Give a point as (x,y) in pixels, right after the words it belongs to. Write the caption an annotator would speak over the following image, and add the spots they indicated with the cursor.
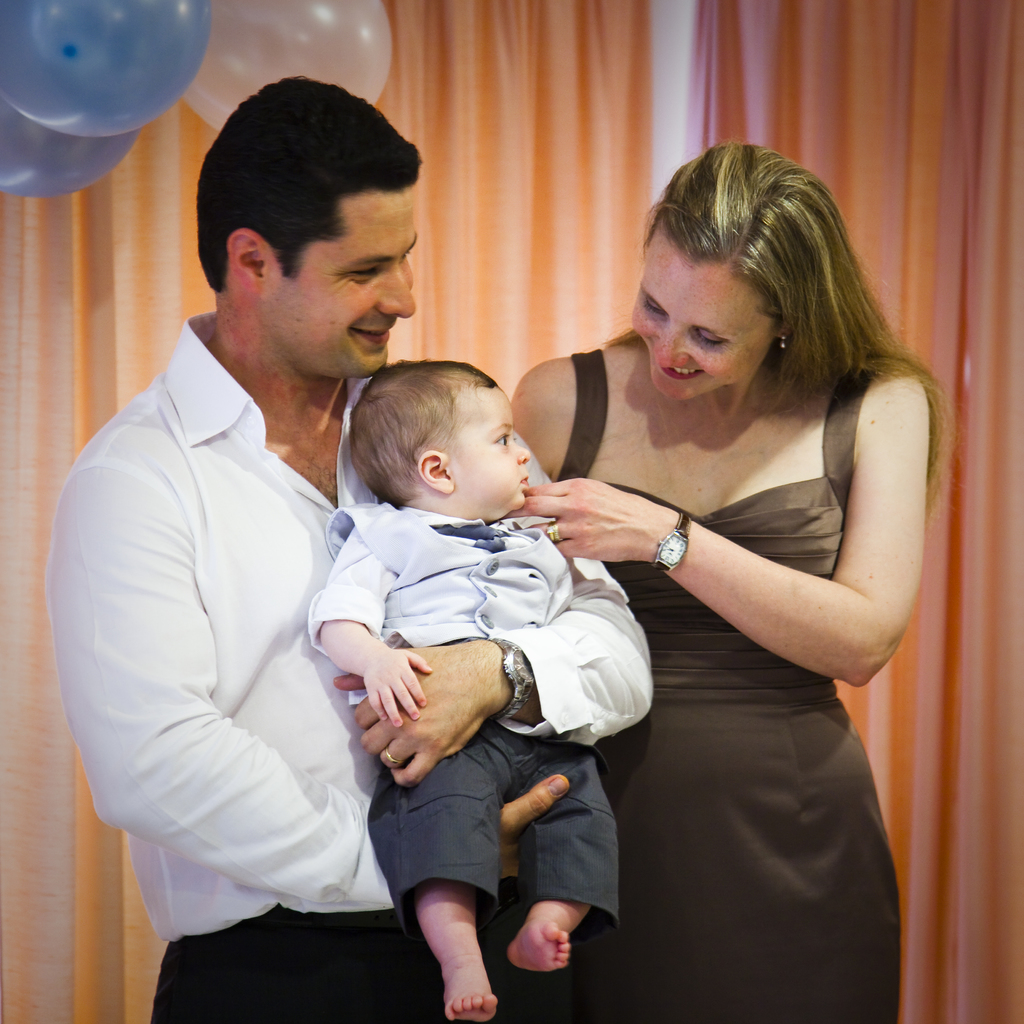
In the center of the image (411,386), we can see a man (266,456) holding a kid (477,752) and there is a lady (709,417). In the background (211,39), there are balloons (138,58) and we can see a curtain (535,122).
